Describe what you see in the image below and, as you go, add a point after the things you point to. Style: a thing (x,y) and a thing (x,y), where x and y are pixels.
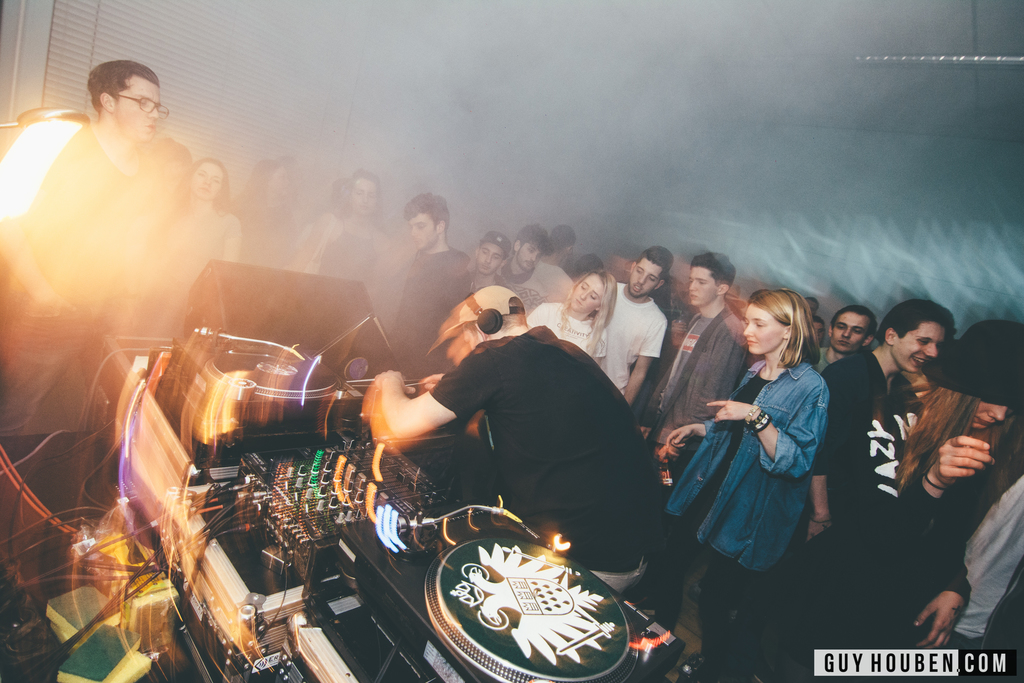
In this image we can see few people (406,290) in a room (711,377), a person (555,398) is with headphones (491,317) standing near the music player (338,486), there is a window shade (250,69) on the left side (65,10) and a light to the ceiling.
